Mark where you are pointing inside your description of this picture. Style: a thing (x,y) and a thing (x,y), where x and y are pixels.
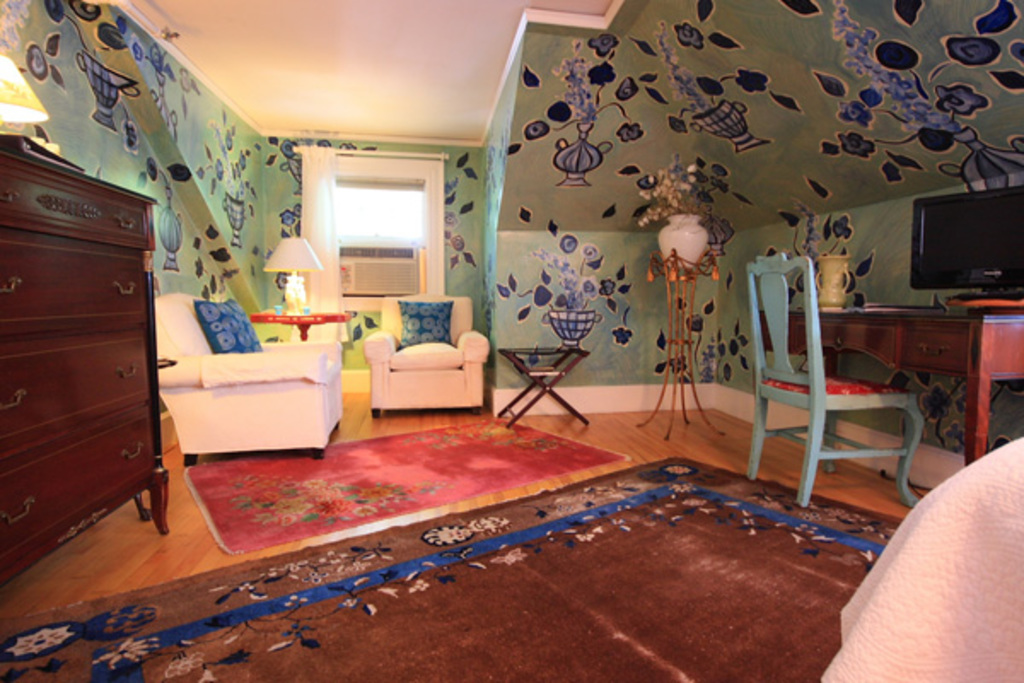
In this picture we can see a room (594,61) with walls (621,103) designed colorful and in middle (343,357) we can see two chairs (297,354) and pillows (237,325) on it and here is a table (308,325) and on table (320,317) we can see lamp (291,268), here we have cupboards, chair (812,305), monitor (915,242), flower vase (839,264).
